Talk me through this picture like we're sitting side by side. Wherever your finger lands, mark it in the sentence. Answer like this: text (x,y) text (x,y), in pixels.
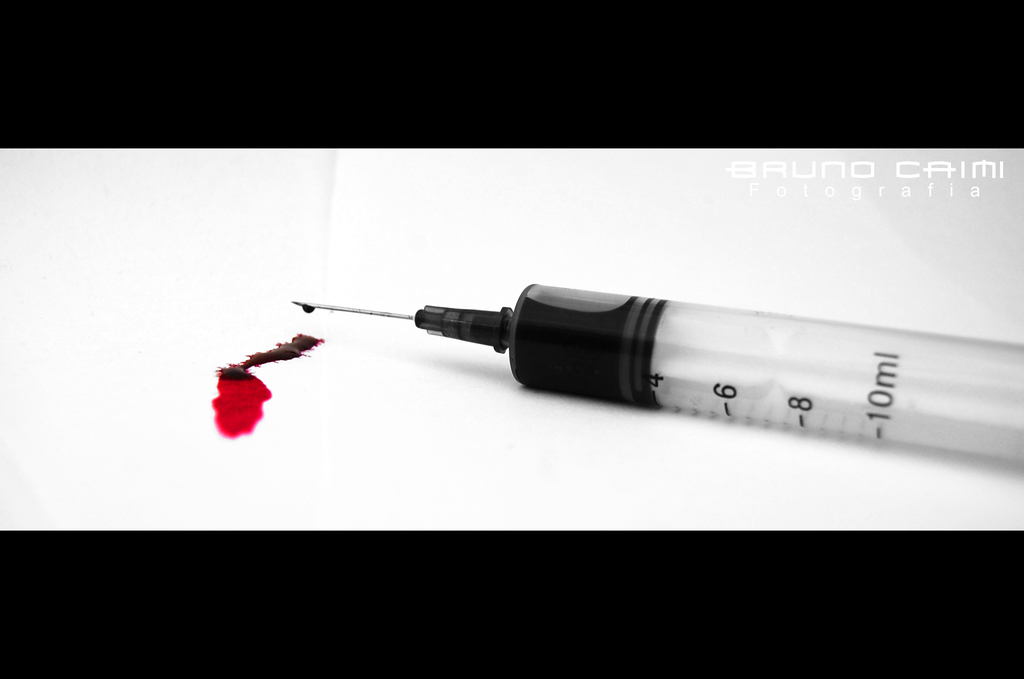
This picture contains a syringe (717,392). Beside that, we see the blood (246,380). In the background (476,373), it is white in color. At the top (531,98) and bottom of the picture (564,620), it is black in color.
